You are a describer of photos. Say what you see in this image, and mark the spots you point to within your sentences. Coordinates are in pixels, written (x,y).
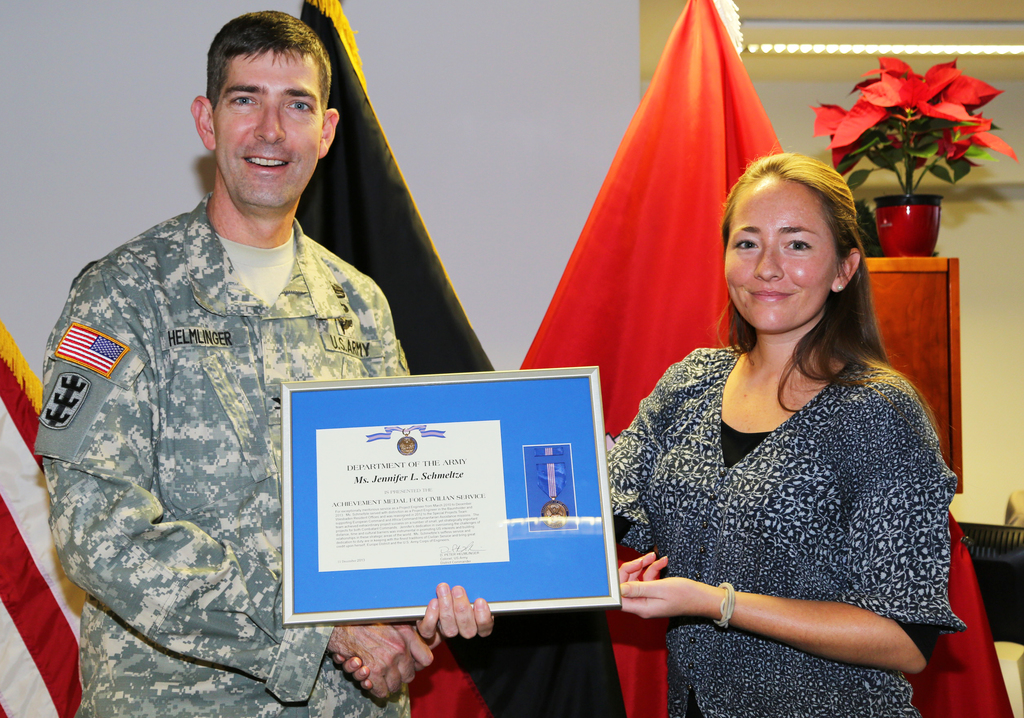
In this image I can see two persons (714,457) holding an object (566,577). There is a plant (962,162) in a flower pot (914,220). There is a wall (578,7) and there is a cloth (686,174).
